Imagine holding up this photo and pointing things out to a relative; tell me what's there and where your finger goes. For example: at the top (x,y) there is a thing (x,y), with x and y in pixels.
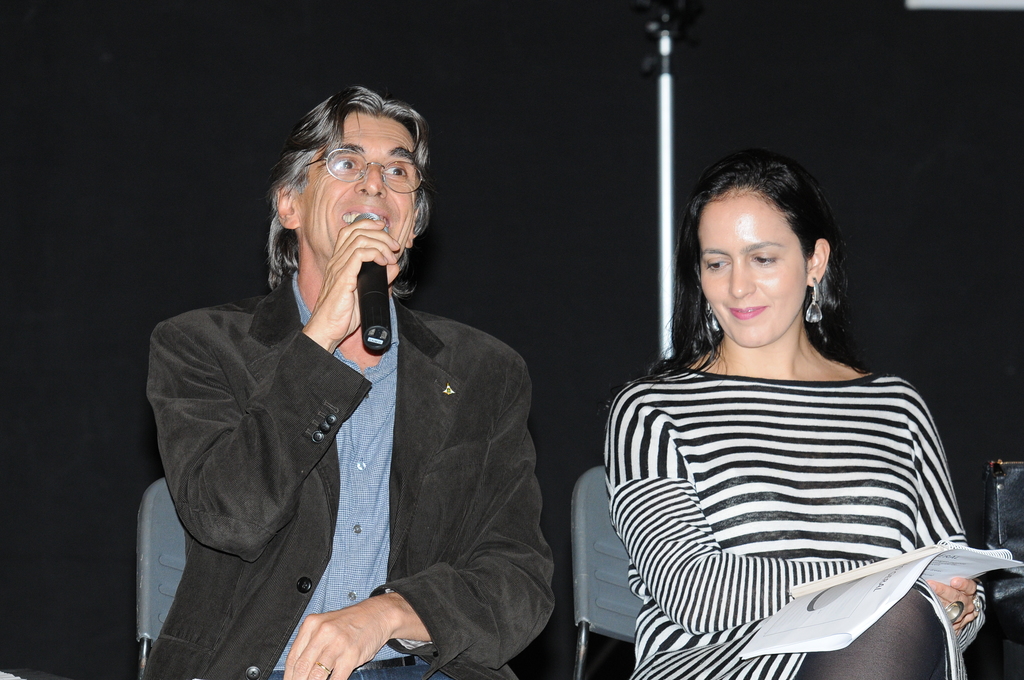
In this picture, we see two people (727,551), man (426,515) and woman (812,272). On right of this image (710,412), woman (739,543) is sitting on the chair (599,566). She is smiling and she is carrying some papers (804,606) in her hands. Left of the picture (276,375) we see man (403,496) holding microphone (375,286) is talking on it. He is wearing black jacket (398,519) and blue shirt (349,570). He is also sitting on the chair (171,597).
